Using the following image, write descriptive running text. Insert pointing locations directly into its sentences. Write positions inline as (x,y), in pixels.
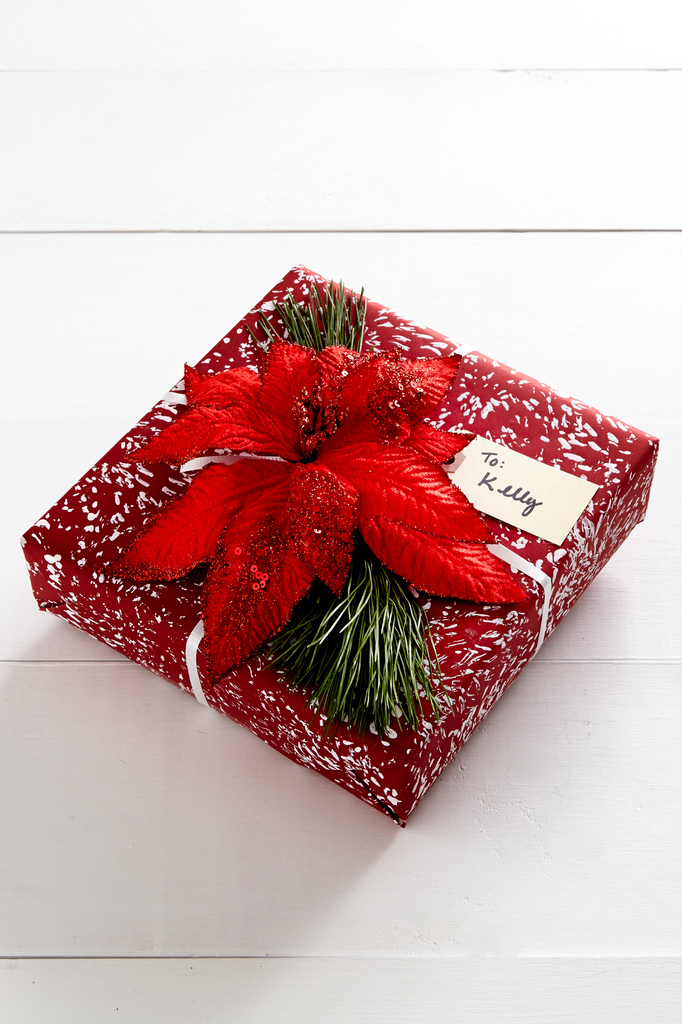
In the middle of the image (373,450), there is a gift box (262,333) having a red color flower (307,515) and a card (483,438) on it. This gift box (133,532) is on a surface (469,239). And the background (39,100) is white in color.
